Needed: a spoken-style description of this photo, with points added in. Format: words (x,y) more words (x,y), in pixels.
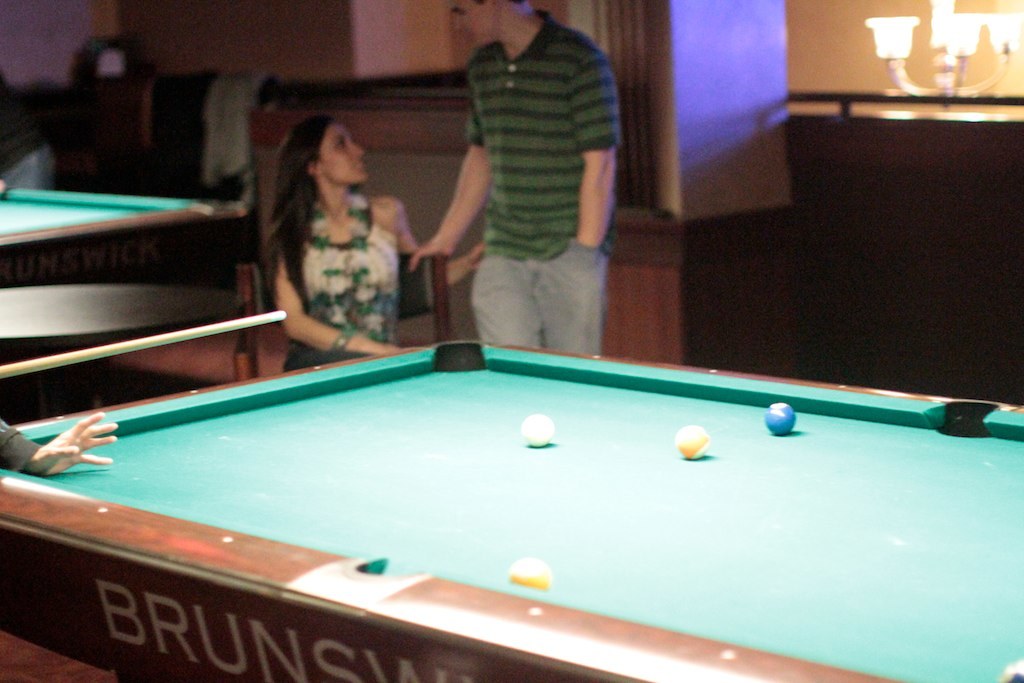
In this image, There is a board (746,398) on that board (480,419) there are some balls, In the middle (543,341) there is a man (542,122) standing and a woman (333,294) sitting on the chair (410,284), In the background (860,51) there is a wall (918,47) of brown color.
